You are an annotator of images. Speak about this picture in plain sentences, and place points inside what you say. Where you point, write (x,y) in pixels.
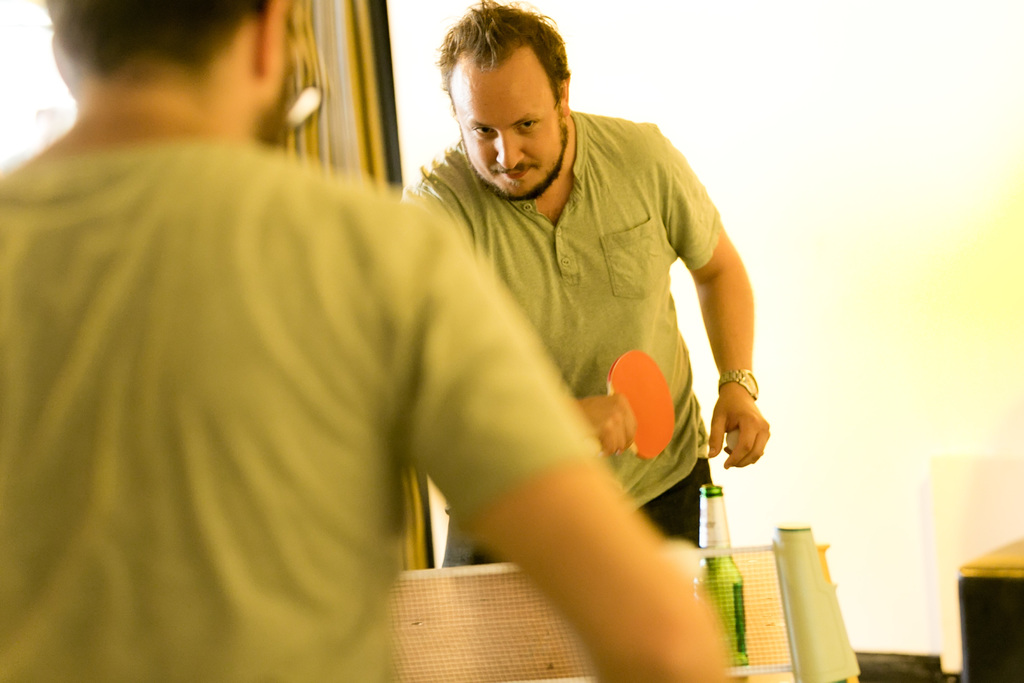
In this image two persons (489,534) are playing table tennis. They are wearing olive green t-shirt (231,333). Here is a liquor bottle (716,535). The person (683,501) is holding a bat (633,387).
